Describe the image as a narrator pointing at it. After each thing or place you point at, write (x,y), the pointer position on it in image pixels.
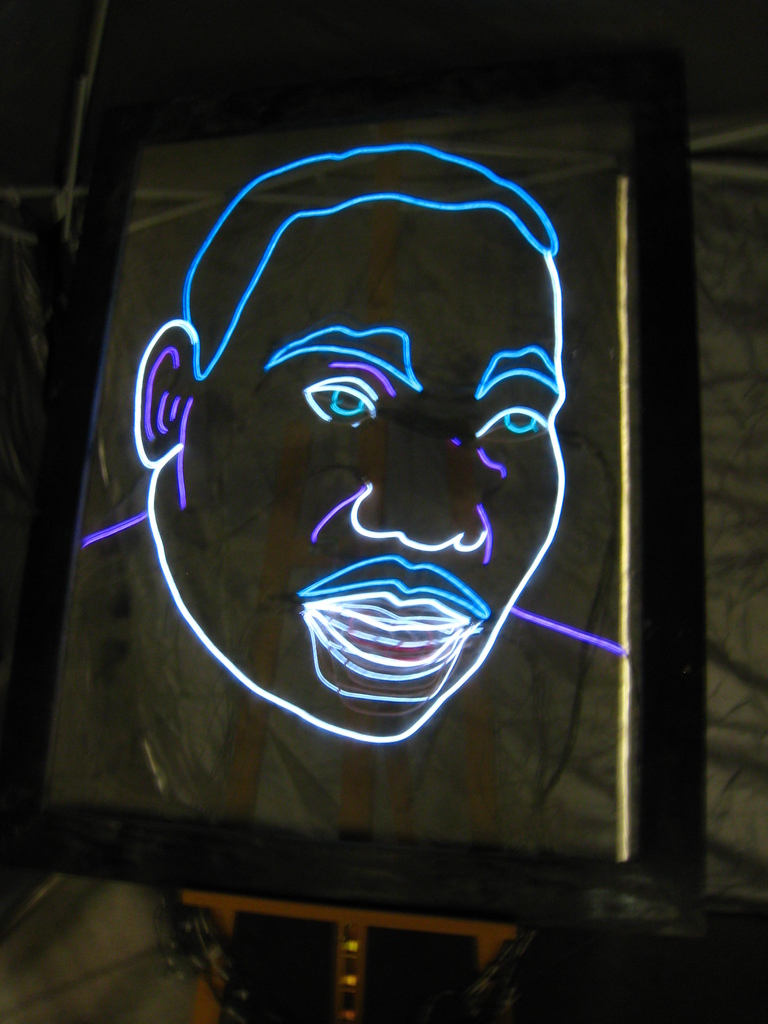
In this picture I can see the neon sign (402,199) of a face (481,357) of a man (481,357), on the glass object (353,361), which is on the drawing stand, and in the background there are some objects (139,944).
